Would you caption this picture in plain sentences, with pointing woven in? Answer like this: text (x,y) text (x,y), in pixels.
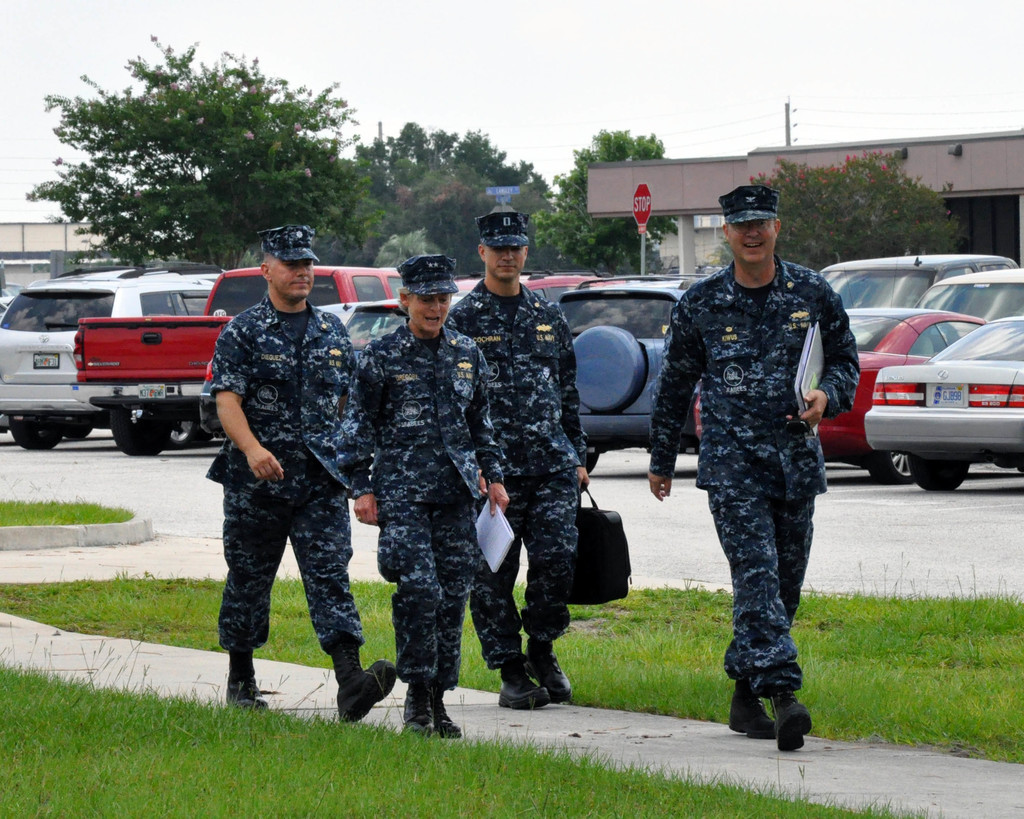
In the image we can see there are people (509,494) walking, they are wearing army clothes (451,457), cap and some of them are carrying bags (578,590) and books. Here we can see grass (322,786), path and trees (421,209). We can even see there are vehicles (122,364), electric poles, electric wires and the sky (715,155).
